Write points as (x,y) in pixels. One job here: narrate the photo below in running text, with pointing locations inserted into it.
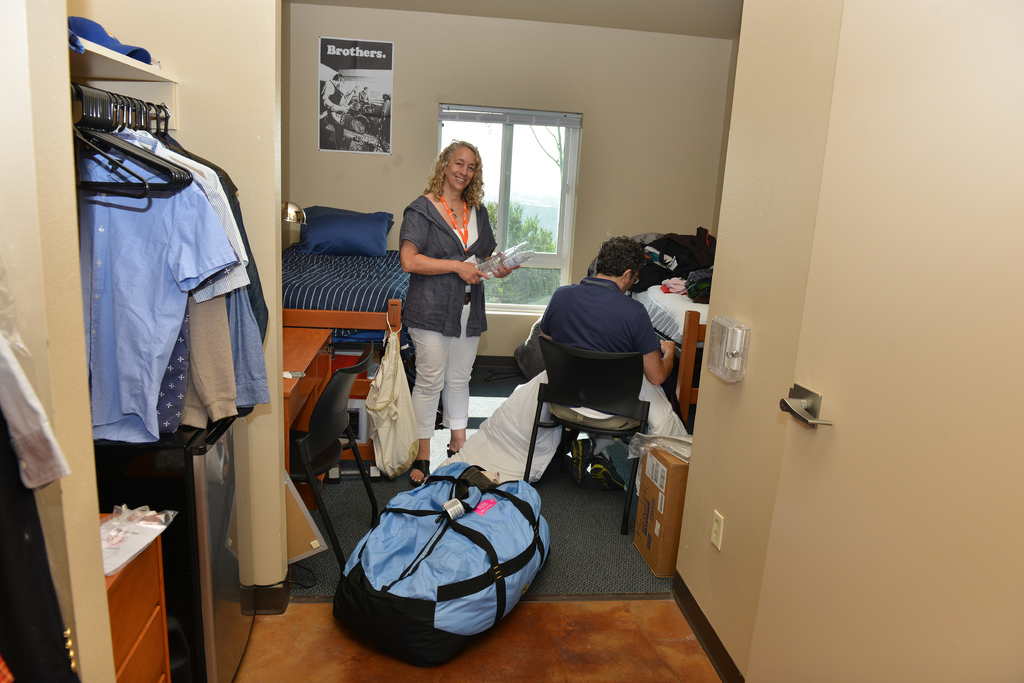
In the image we can see there is a woman (452,335) who is standing and a man (634,307) is sitting on chair (604,403) and there is a luggage bag (473,548) on the floor (563,556) and there are shirts (102,300) hanging to the hanger (180,176).
